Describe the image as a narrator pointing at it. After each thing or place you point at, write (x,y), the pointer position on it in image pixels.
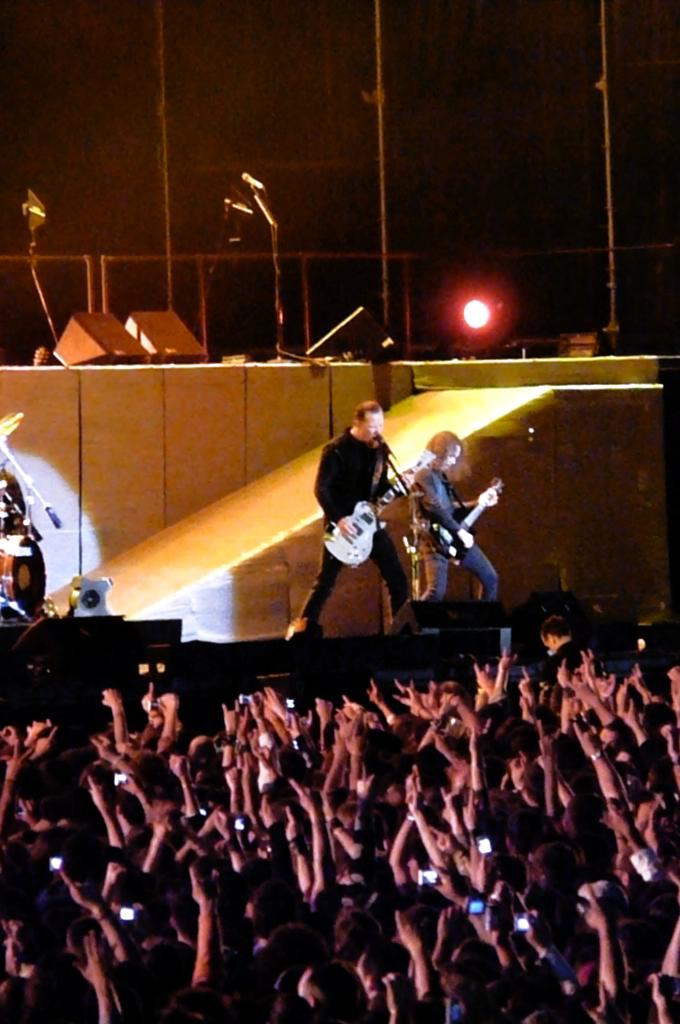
In this image, there are many people (476,832). Among them, some people (330,504) on the stage (409,643) are playing musical instruments (354,558). We can see some objects (168,619) on the stage (144,643). We can see some microphones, ropes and the wall (237,367). We can see the fence (398,257) and a light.
